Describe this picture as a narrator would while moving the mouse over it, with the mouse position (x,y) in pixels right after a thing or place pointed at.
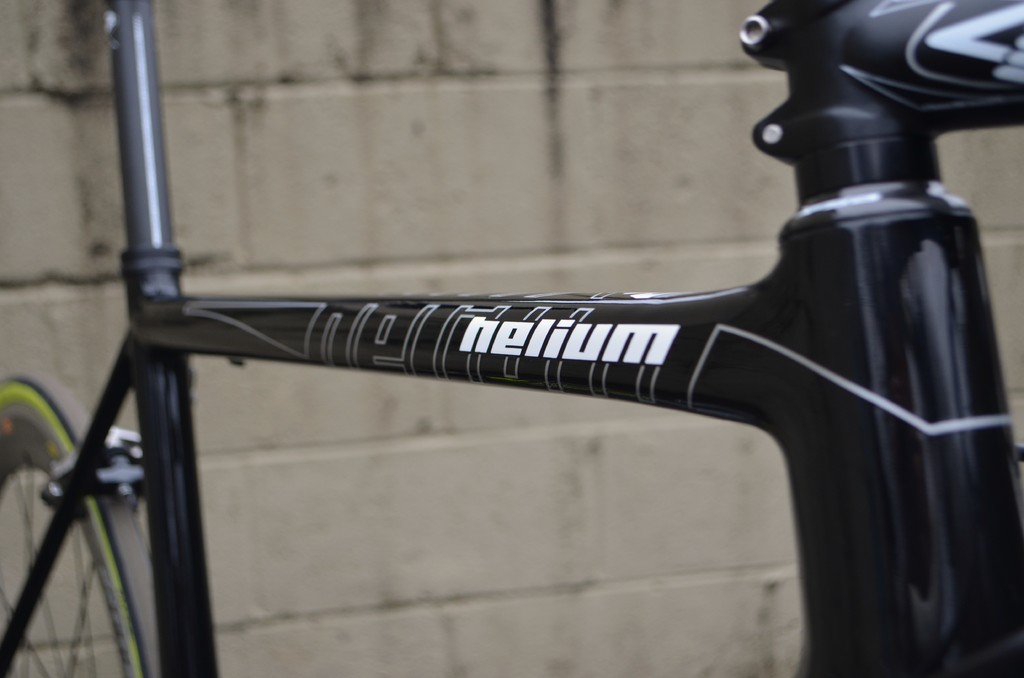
In this picture we can see a bicycle (179,464) and we can see a wall (532,564) in the background (518,289).
